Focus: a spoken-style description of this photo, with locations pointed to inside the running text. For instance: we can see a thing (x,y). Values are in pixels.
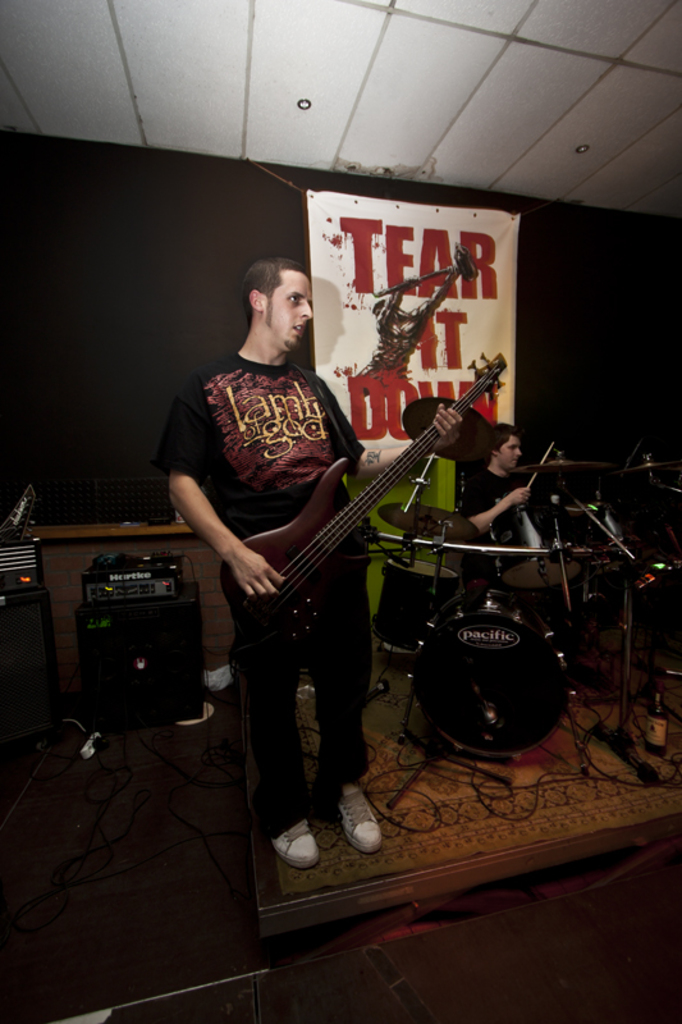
Here we can see a man (265,303) with a guitar (313,582), playing the guitar (355,509) and behind him we can see a man (496,492) sitting on chair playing drums (390,566) and behind them there is a banner (330,264) written as tear it down.
